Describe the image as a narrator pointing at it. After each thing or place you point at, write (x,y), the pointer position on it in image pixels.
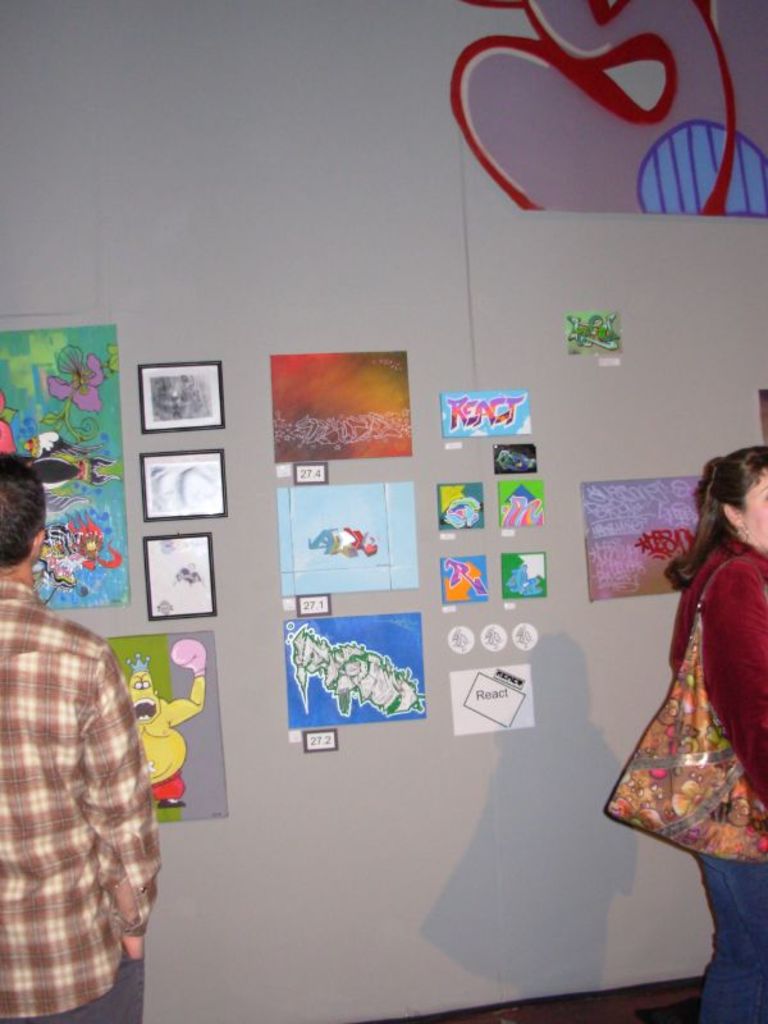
In this image we can see the wall (280,289) with some posters (298,435) and photo frames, there are two persons (130,747), among them one person (738,656) is carrying a bag (634,760).
